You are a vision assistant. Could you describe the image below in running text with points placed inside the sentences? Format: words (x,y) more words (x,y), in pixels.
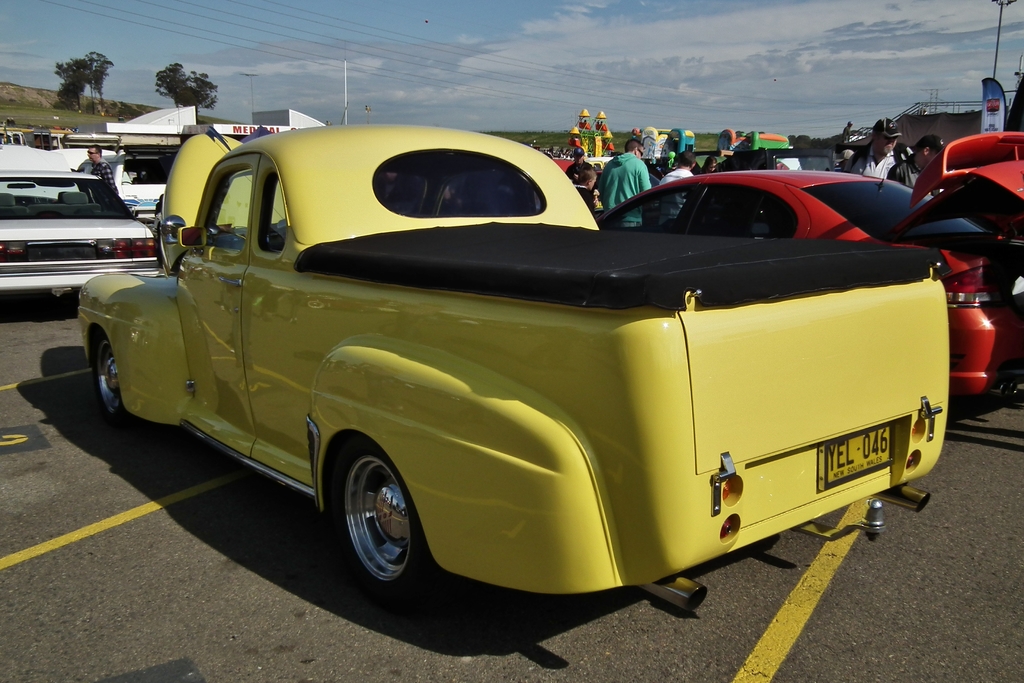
In this picture we can see cars (255,369) and some people (876,131) standing on the road (206,573), trees (199,84), grass (561,137), banner (992,98), poles (995,60), wires (620,103) and some objects (967,103) and in the background (223,39) we can see the sky (812,85) with clouds (710,37).
